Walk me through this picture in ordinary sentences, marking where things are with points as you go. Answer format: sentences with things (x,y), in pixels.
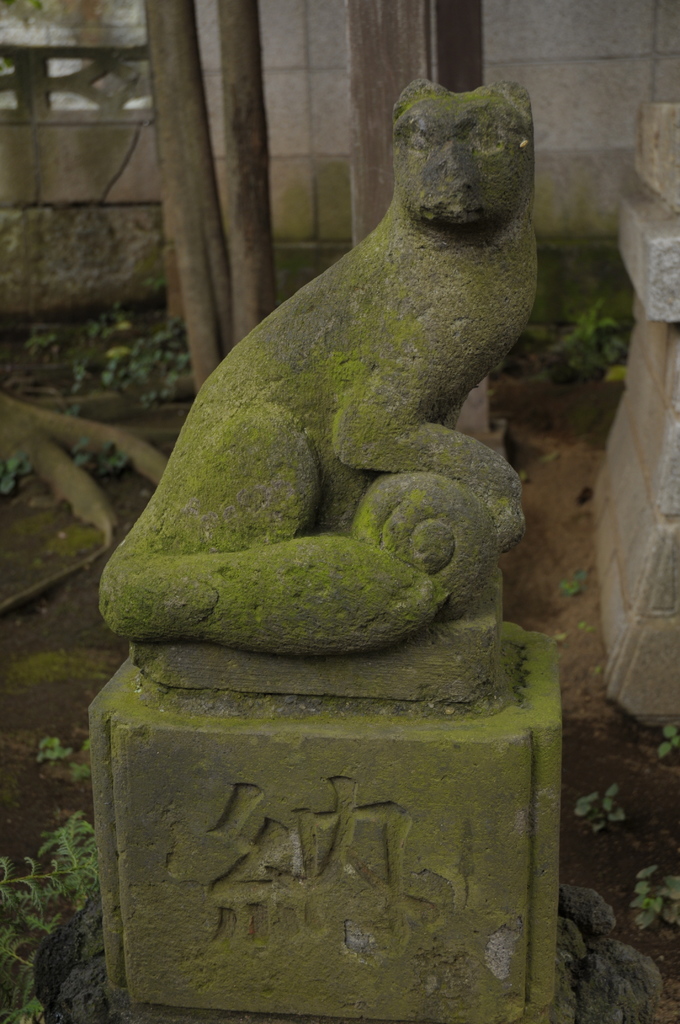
In this image we can see a statue (292,472) on a pedestal (291,798). In the background (454,35) there are poles (236,79). Also there is a wall (543,115). On the ground (132,390) there are few plants (140,374). On the right side (634,461) there is a brick wall (626,487).
